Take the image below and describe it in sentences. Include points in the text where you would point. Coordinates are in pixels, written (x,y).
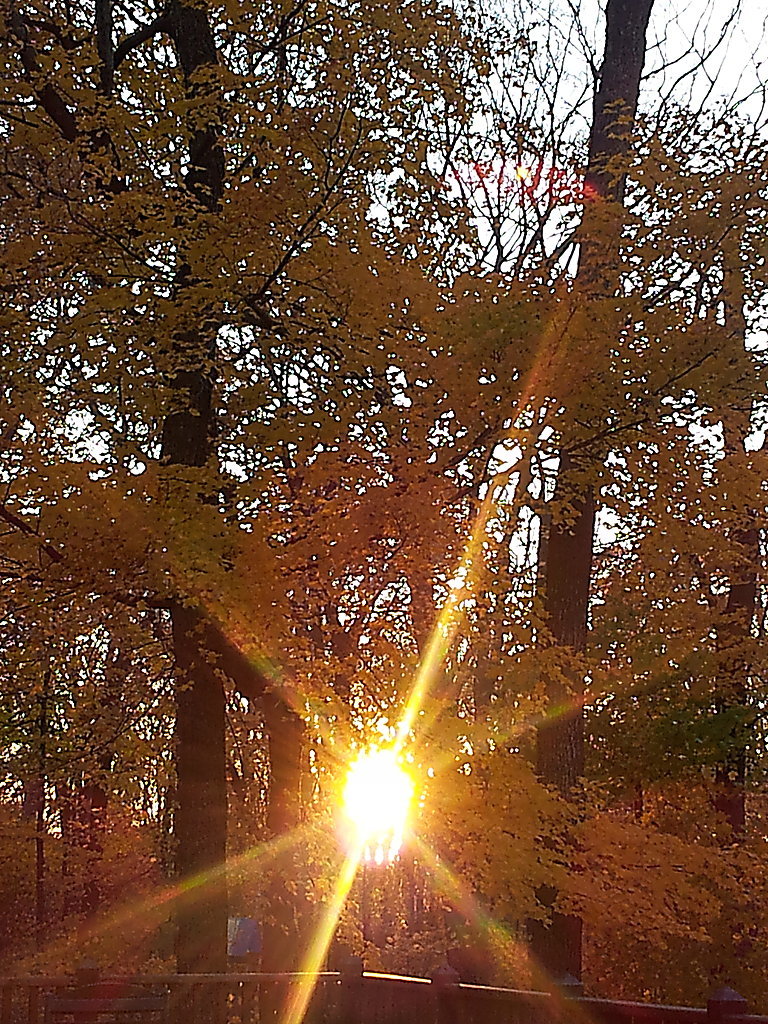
Here there are trees (446,578), this is sun (404,793) and a sky (744,38).
